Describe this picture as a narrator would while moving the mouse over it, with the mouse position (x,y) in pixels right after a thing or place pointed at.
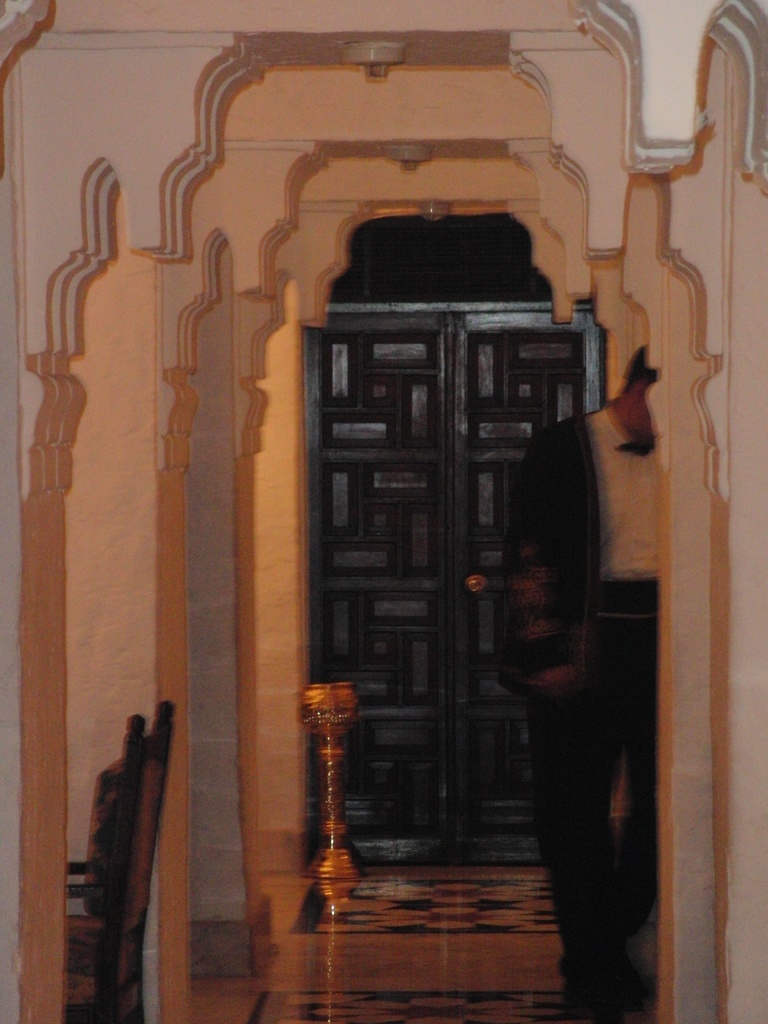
In this image I can see chairs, a door (403,693) and other objects (342,822) on the floor (457,932).
